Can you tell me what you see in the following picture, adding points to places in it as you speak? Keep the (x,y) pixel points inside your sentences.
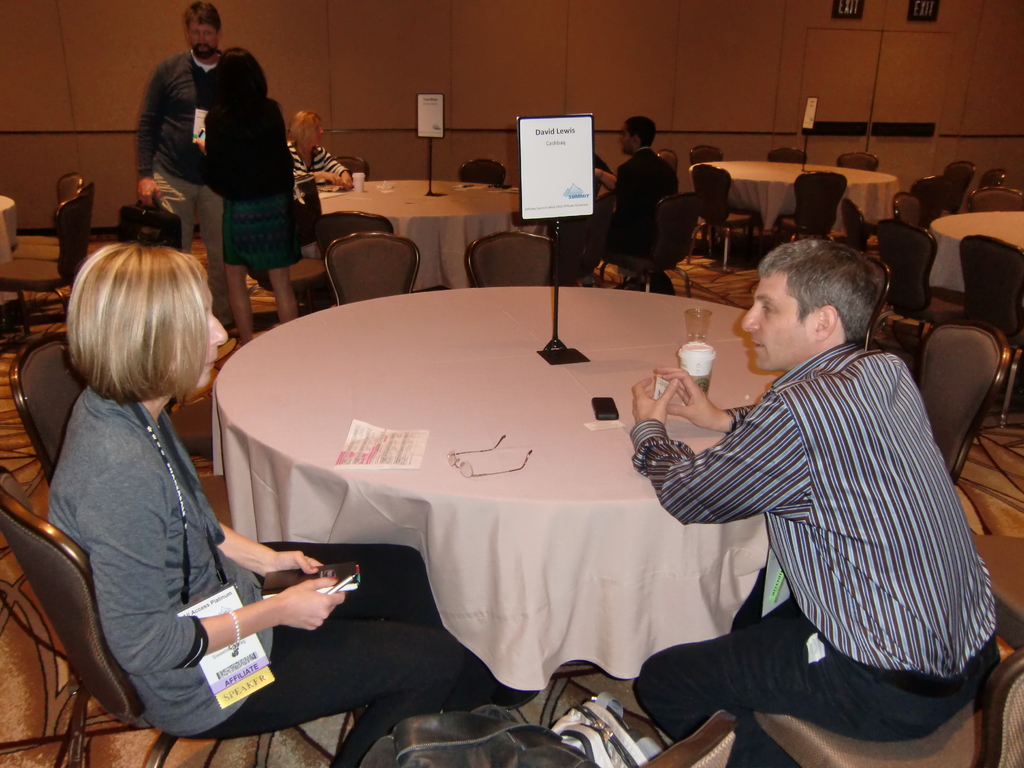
This picture is taken in a room (259,295). There are two persons (634,413) sitting besides a table (461,534), one woman (257,542) and one man (683,674). Woman (227,642) is wearing a grey shirt (143,502) and black trousers (360,549) and holding a phone (352,583). Towards the right (699,420) there is a man (891,466), he is wearing a strip shirt (891,495), black trousers (752,636) and holding papers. On the table (515,411) there are glasses (694,342), spectacles (461,472), papers (378,454) and a phone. Towards the right top (774,174) there are tables (948,250) and chairs (962,171) which are unoccupied. Towards the top left (329,165) there is a person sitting at a table (323,198) and two persons (290,180) standing and talking.
